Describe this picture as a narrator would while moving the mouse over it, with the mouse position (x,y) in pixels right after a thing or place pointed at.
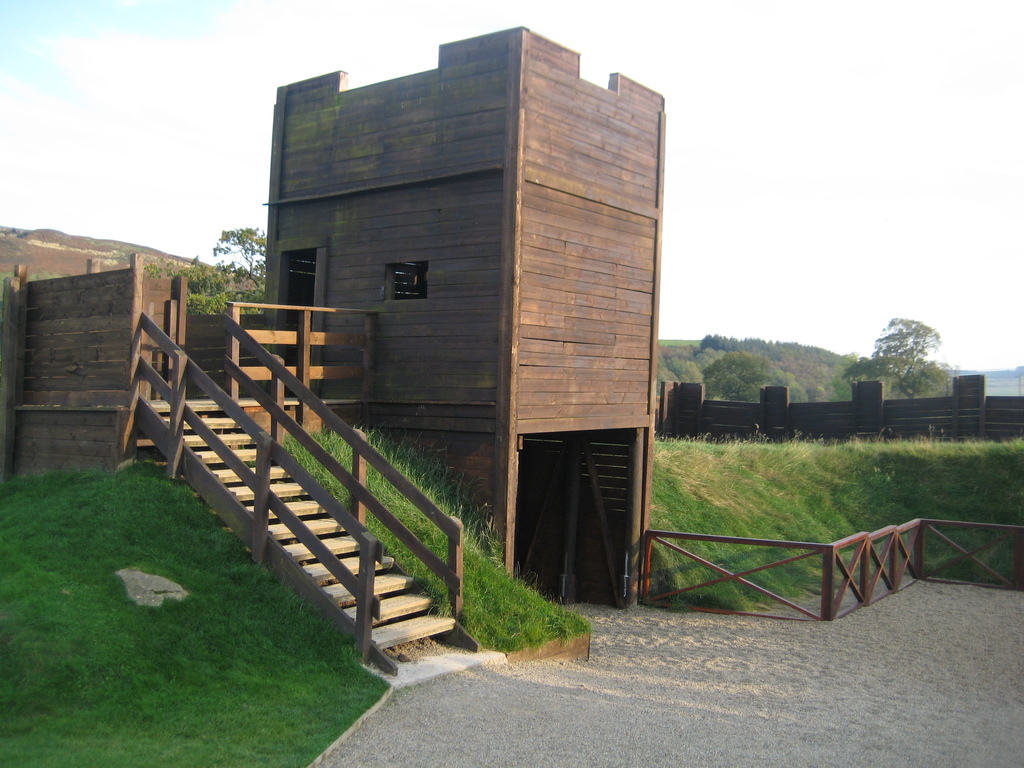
In this image I can see a staircase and building (552,257) and grass (427,527) visible in the middle (538,295), in the background (668,94) I can see the sky (729,96) and a fence (997,422) visible in the middle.
